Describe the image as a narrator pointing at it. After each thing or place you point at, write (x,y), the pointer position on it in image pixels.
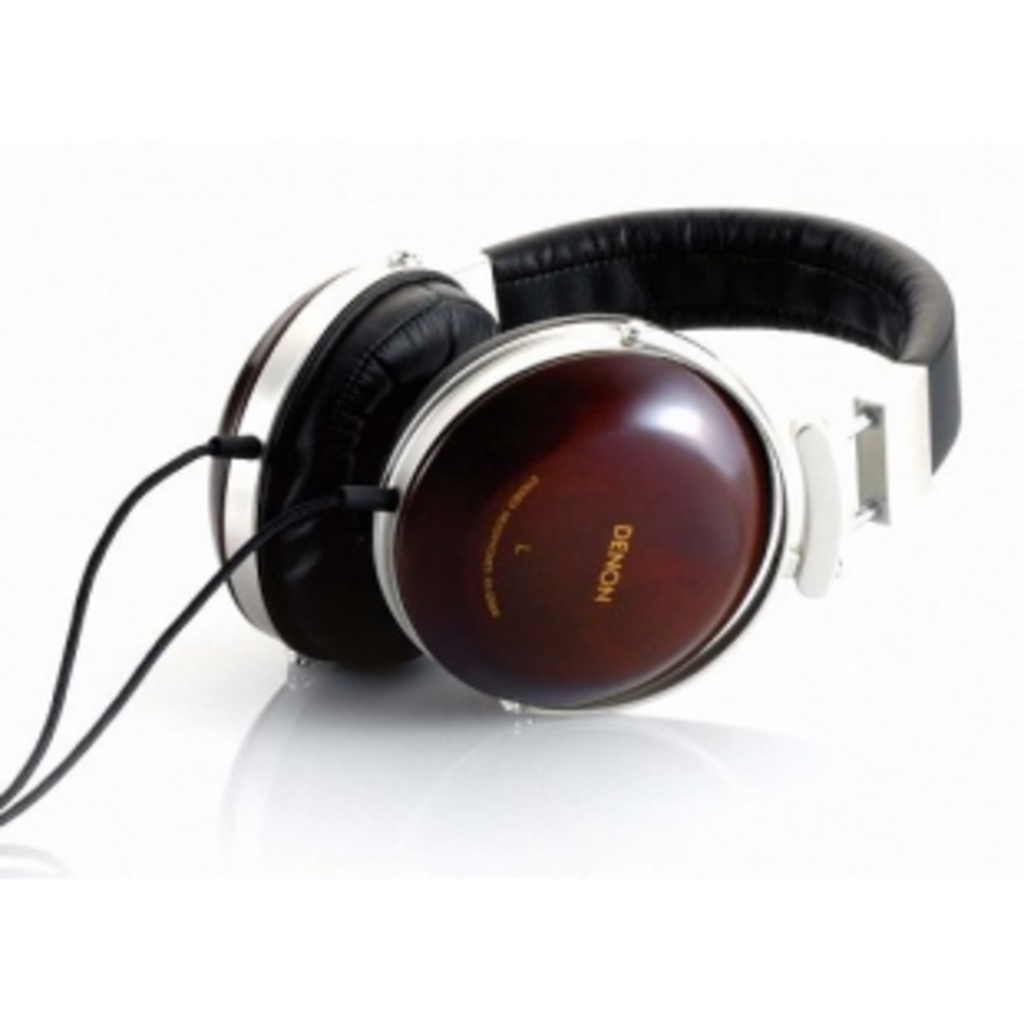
This is a pair of headset (509,482).
